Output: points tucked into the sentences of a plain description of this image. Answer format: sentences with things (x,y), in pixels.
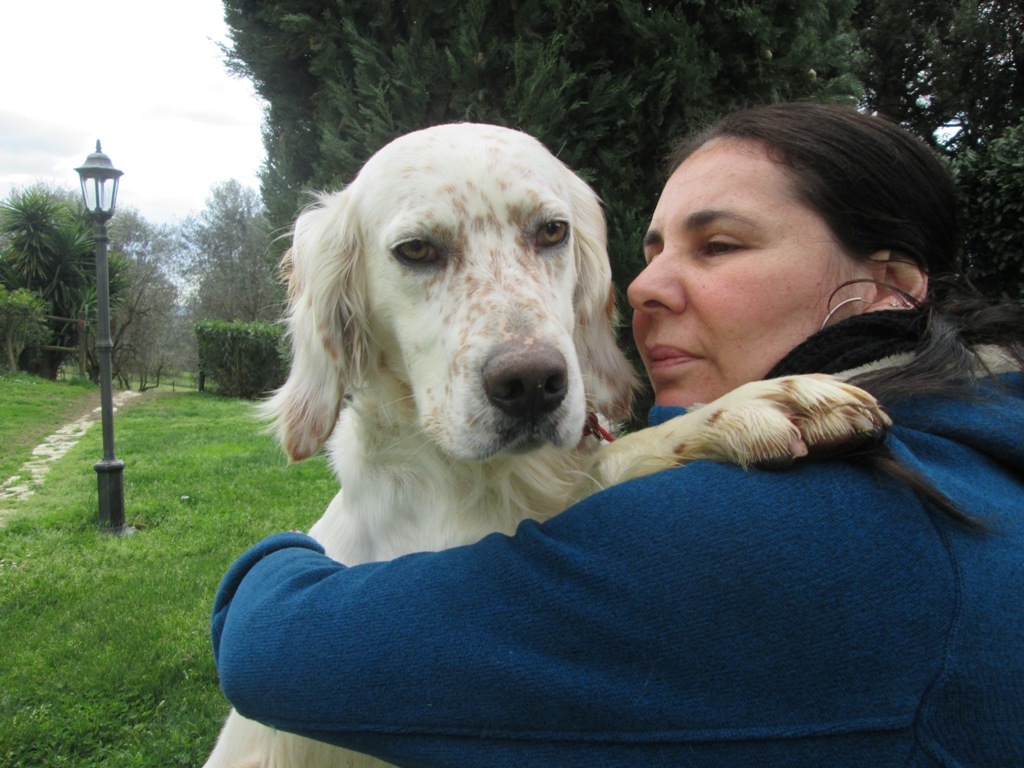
A lady (770,569) wearing a blue dress (802,517) is holding a dog (455,360). In the background (555,92) there are trees (220,258). On the floor (185,551) there is a grass lawn (132,568). There is a light pole (98,226). There is a small sidewalk (47,458) on the side.
